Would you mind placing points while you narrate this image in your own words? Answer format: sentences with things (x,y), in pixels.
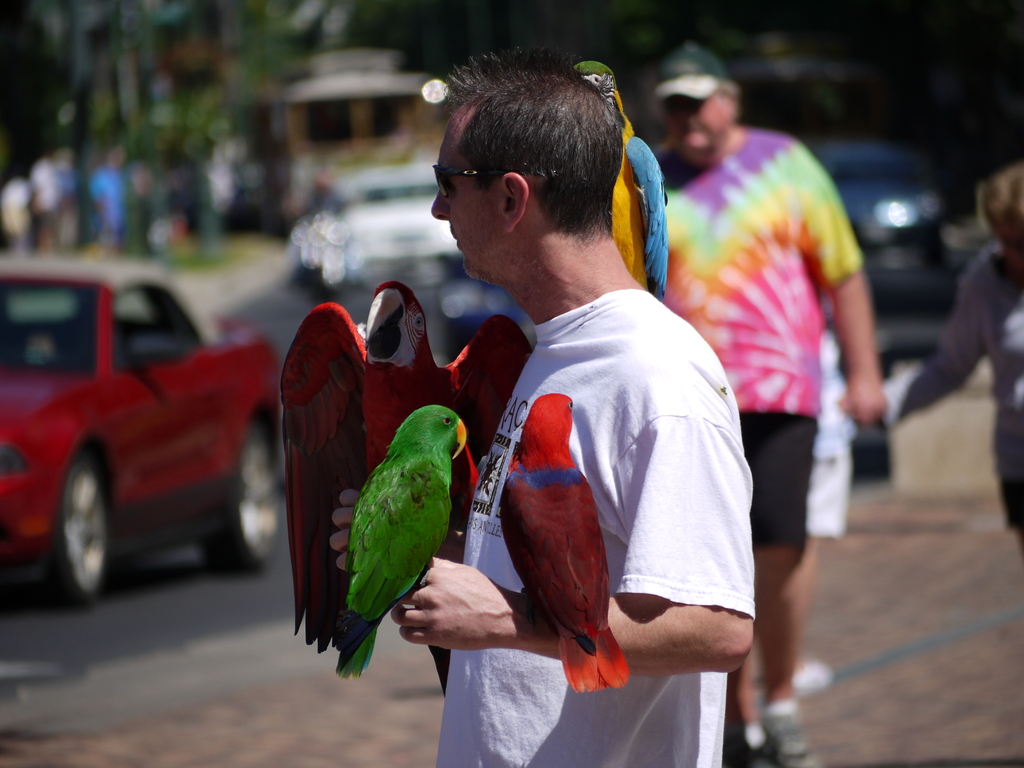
In this picture we can see a man (698,469) standing in the front (663,508), we can see four parrots (585,522) here, in the background (181,356) there are some cars (170,350) traveling on the road (287,323), we can see trees (255,84) here.
